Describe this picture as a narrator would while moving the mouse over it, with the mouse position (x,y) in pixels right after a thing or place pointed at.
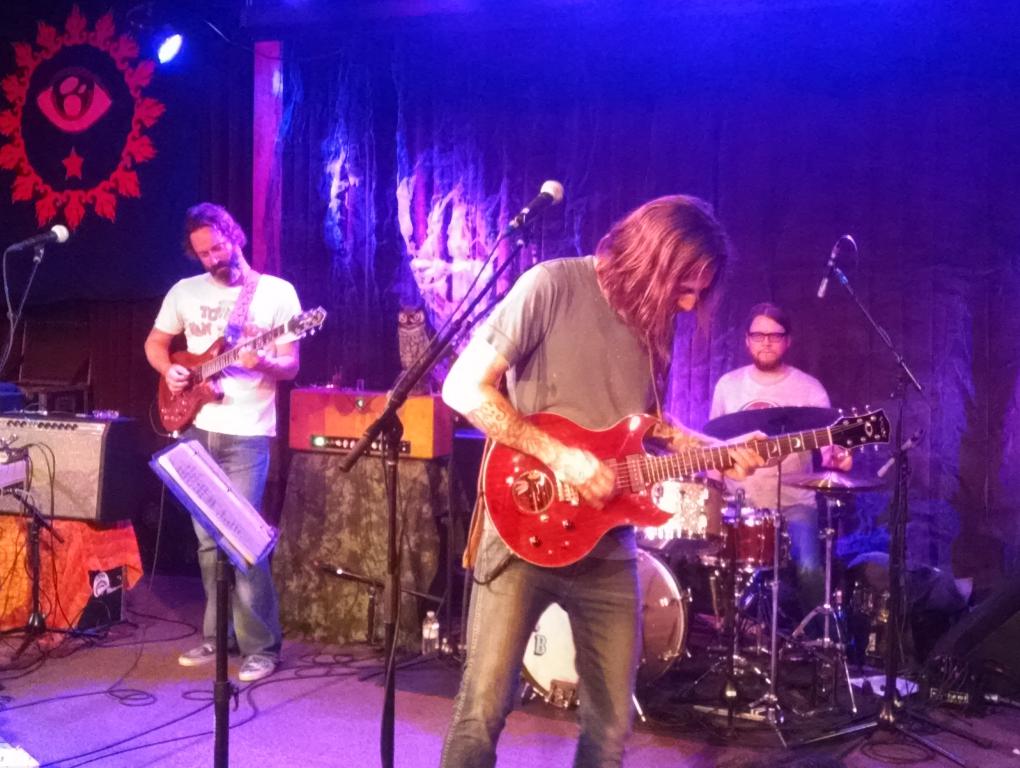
In this image I see 2 men (655,270) who are standing and I see that they're holding guitars (783,445) in their hands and I see the tripods (900,358) on which there are mics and I see another man (788,466) near to this drums (743,521) and I see the wires (83,636) on the platform (306,702) and in the background (149,51) I see the light (175,45) over here and I see the curtain (766,169) and I see few things (59,477) over here.
